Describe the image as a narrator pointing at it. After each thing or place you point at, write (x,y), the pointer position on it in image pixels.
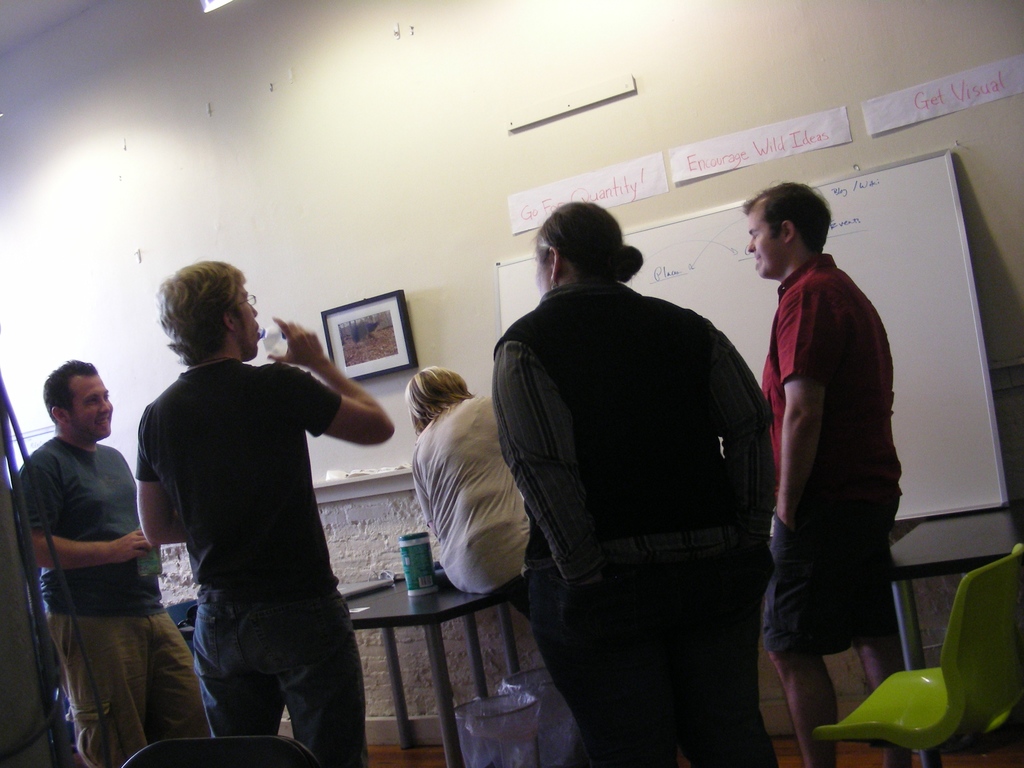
In this image I can see few people (546,506) are standing in-front of the table (452,618). And I can see one person (443,534) is sitting on the table (417,620). These people (569,478) are wearing the different color dresses (219,495) and one person (217,374) is holding the bottle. To the right (913,677) I can see the green color chair (855,724) and there are two dustbins (501,718) under the table (437,672). In the back (387,251) there are frames (368,370) and boards (873,239) to the white wall (373,235).
